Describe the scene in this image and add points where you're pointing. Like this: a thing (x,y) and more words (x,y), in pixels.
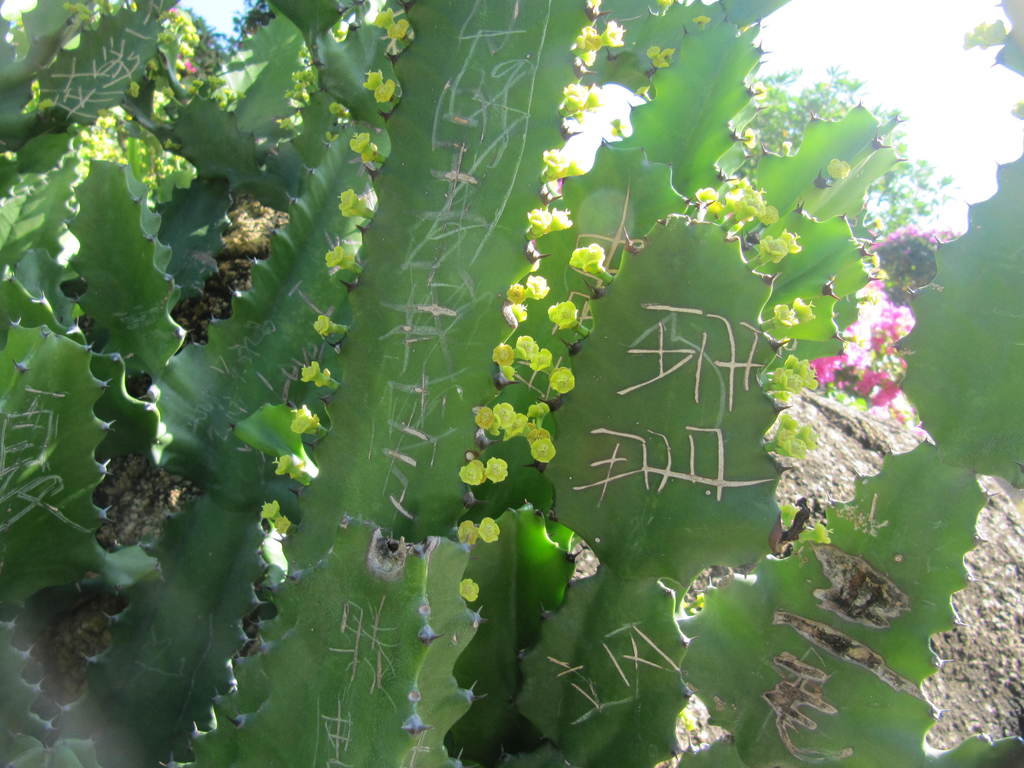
In this image we can see cactus plants (772,600) with flowers (523,311).
